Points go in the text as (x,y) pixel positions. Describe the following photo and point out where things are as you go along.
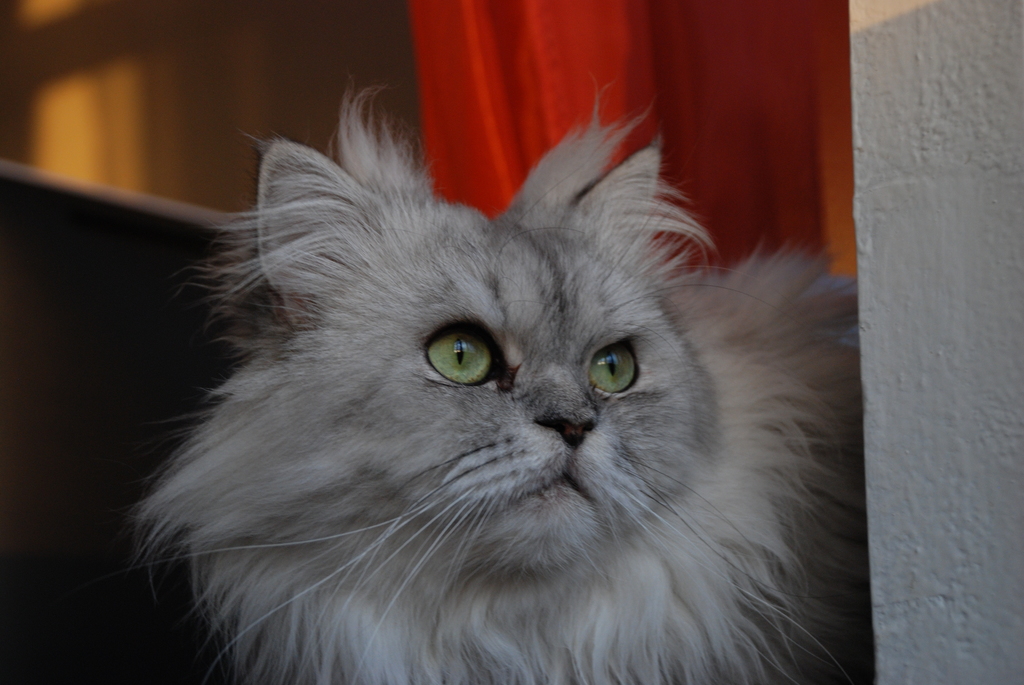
In this image in the foreground (404,384) there is one cat (371,401) and in the background (731,88) is a couch (189,301) curtains (527,93), on the right side (931,189) there is a wall (969,413).
